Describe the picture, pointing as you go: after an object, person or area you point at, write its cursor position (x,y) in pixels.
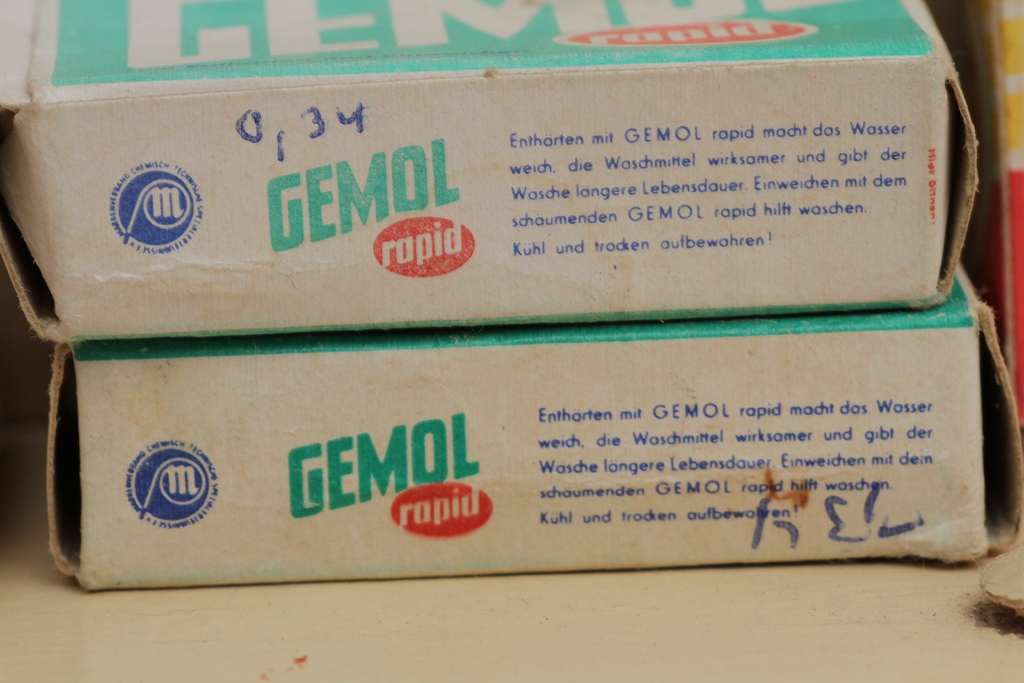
In this image we can see boxes (363,337) with some text (391,259) placed on the wooden surface (322,660).
